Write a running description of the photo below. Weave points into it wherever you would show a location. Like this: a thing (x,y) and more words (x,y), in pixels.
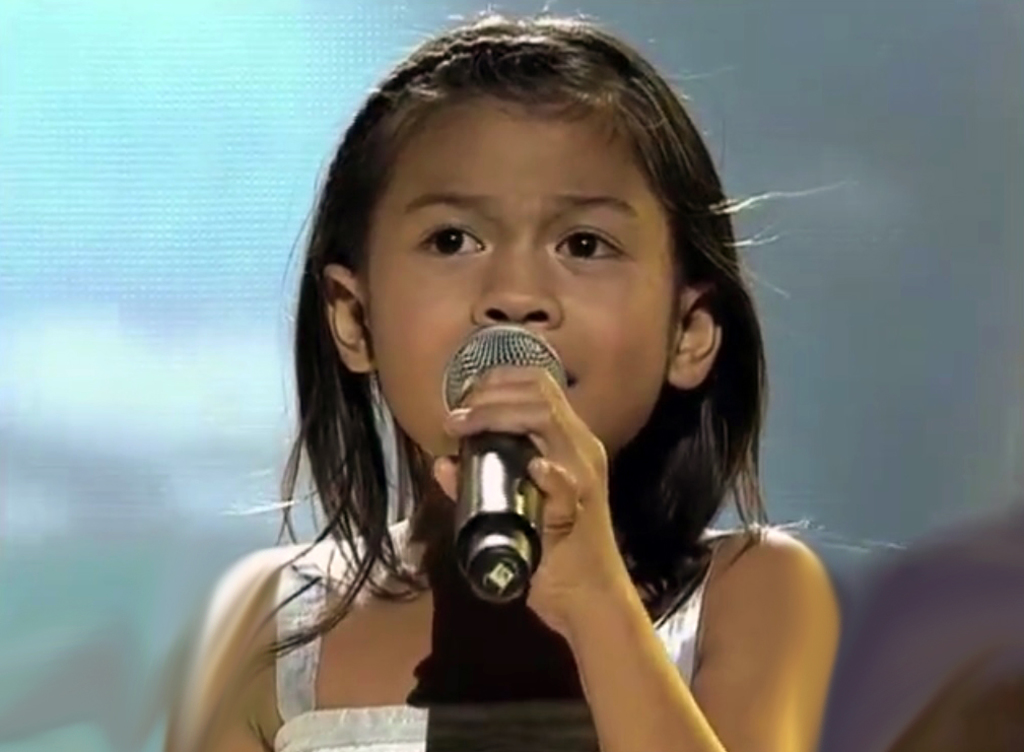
there is a small girl (690,444) holding a microphone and singing in it.
